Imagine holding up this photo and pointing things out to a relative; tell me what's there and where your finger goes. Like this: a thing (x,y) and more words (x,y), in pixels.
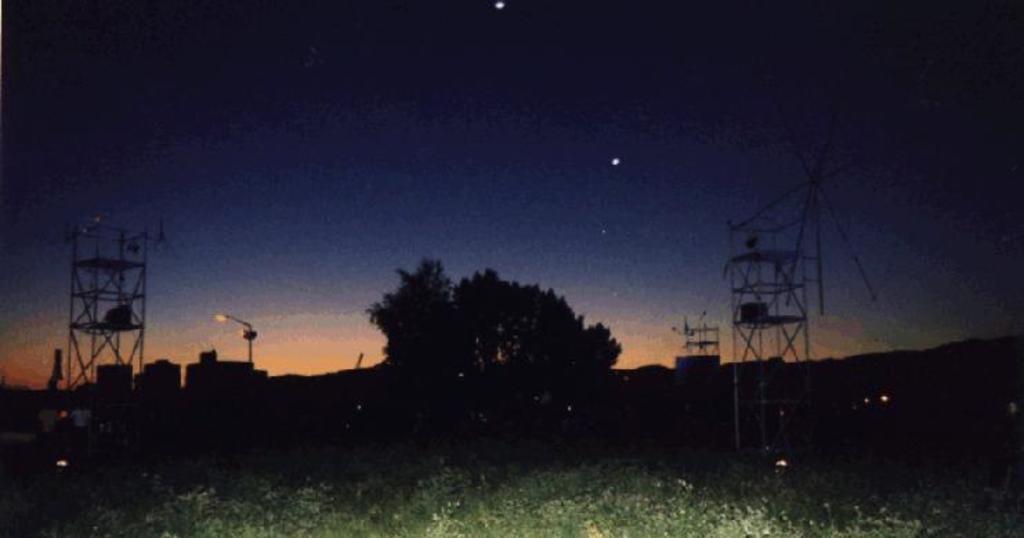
We can see green plants (391,471). In the background (461,304) it is dark, we can see light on pole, tree (461,304), tower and sky (251,293).
